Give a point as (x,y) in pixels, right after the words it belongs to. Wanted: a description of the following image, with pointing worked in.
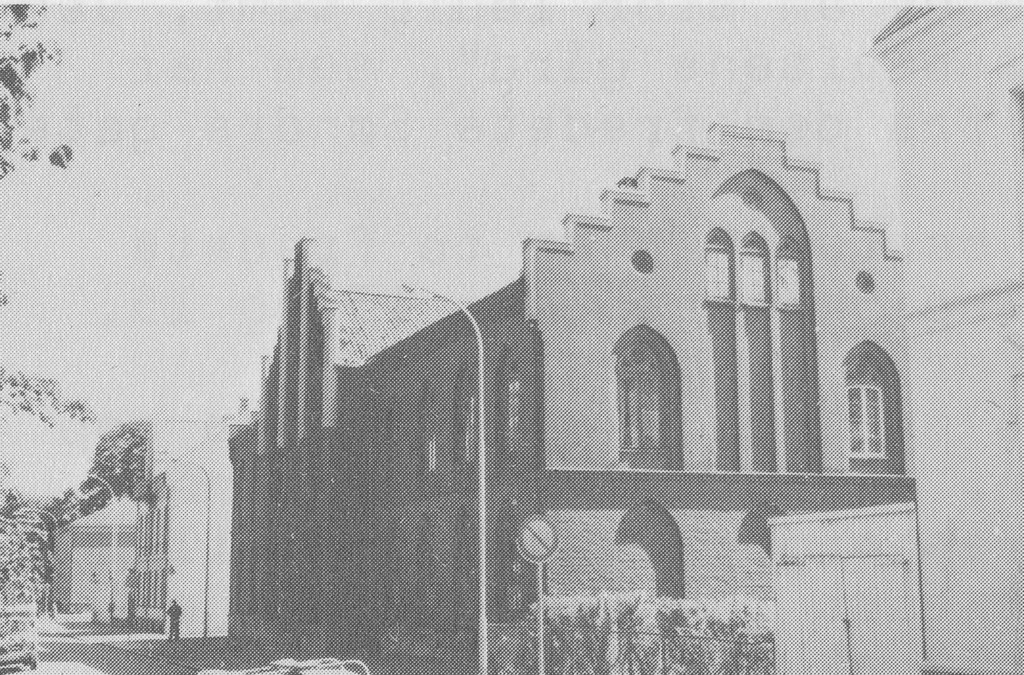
This is a photo and here we can see buildings (701,319), light poles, boards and there are vehicles (67,611) on the road (161,637), trees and there is a person (177,605) and a fence (589,641).
